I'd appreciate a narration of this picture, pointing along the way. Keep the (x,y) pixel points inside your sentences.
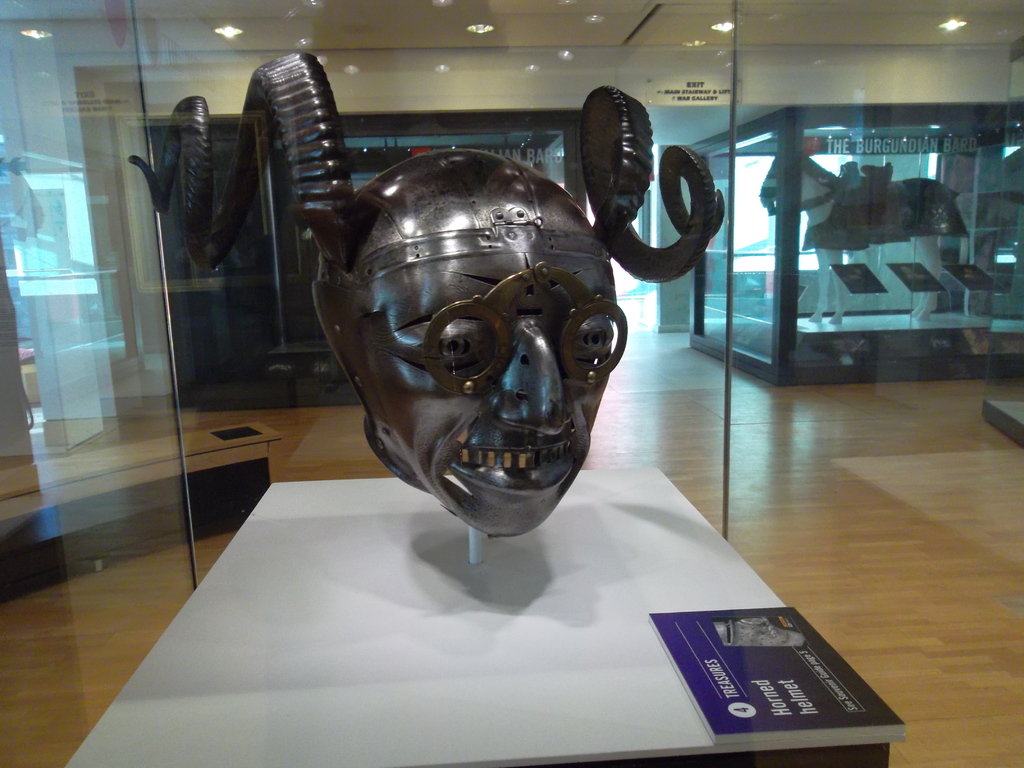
In the picture I can see a black color sculpture (544,417) of a person face (490,394) having horns (621,219) is displayed here which is bounded in the glass box (79,96). Here we can see a few more sculptures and the ceiling lights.
